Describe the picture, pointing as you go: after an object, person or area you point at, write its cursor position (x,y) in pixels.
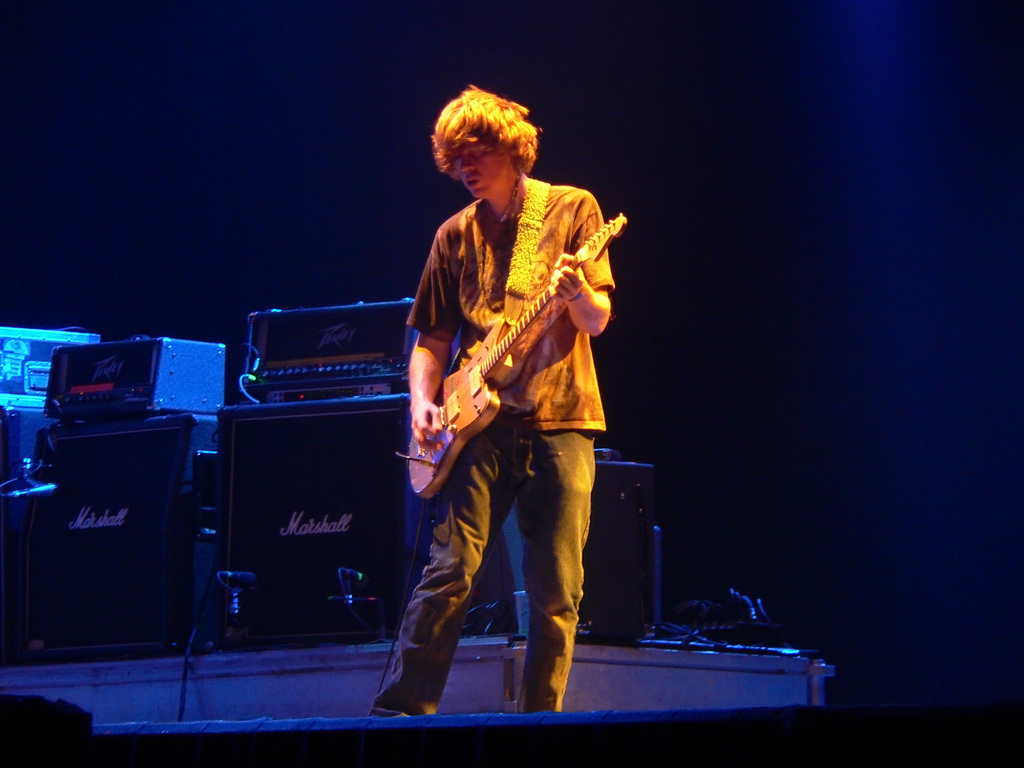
In the image we can see there is a man (526,423) who is standing and holding guitar (454,427) in his hand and at the back (353,445) there are speakers (263,454).
